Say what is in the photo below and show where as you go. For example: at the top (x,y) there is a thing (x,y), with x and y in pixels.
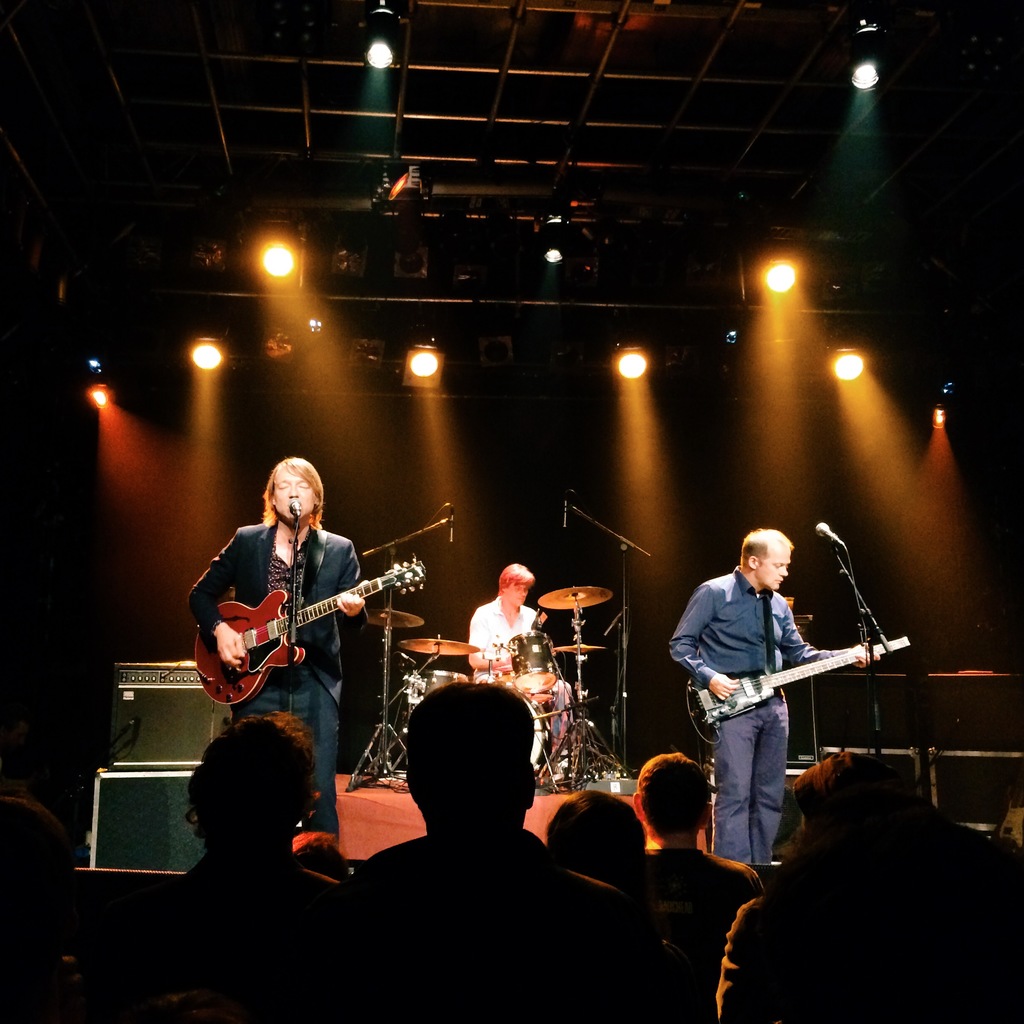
The person (269,576) wearing black suit (252,576) is playing guitar (277,618) and singing in mike (297,544) and the person (720,598) wearing blue shirt (758,629) is playing guitar (754,705) and the person (529,629) wearing white dress (513,632) is playing drums (541,634) and there are group of audience (526,907) in front of them.
